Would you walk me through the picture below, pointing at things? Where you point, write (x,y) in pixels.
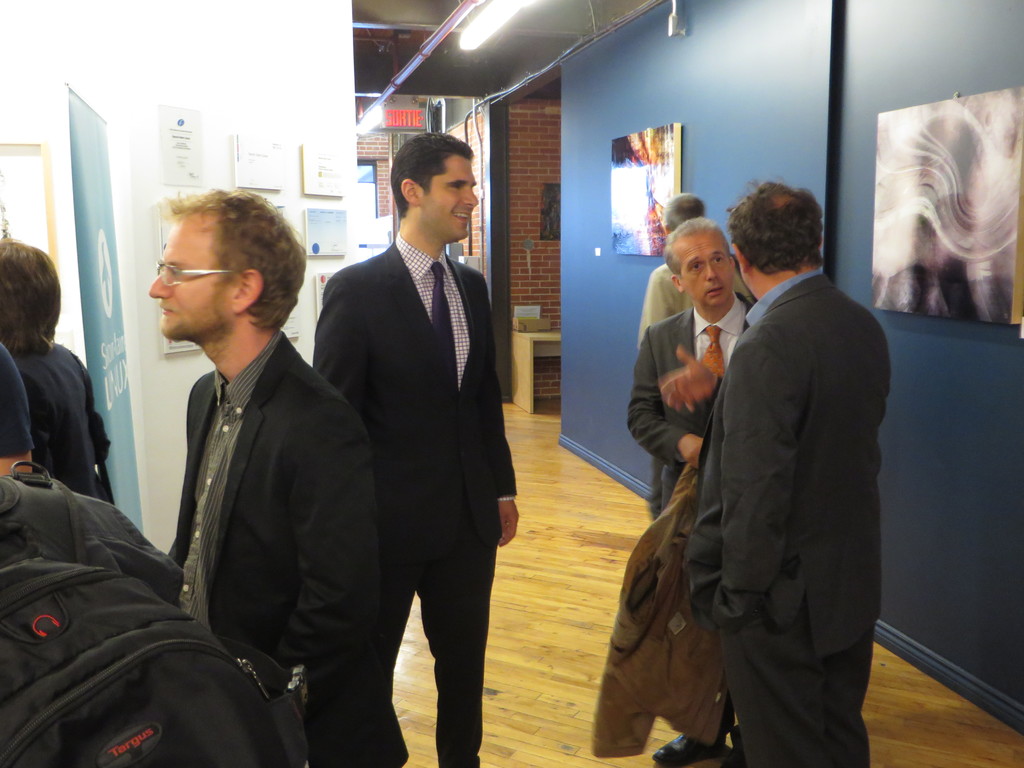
In this picture we can see frames (252,143), boards (273,138) on the wall (222,142). At the top (476,24) we can see lights (501,12). We can see people (780,561), standing and few (726,356) are discussing and smiling. On the left side of the picture (92,161) we can see a man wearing a backpack (66,686), board (138,477). At the bottom (532,599) we can see the floor (557,582). Far near to the wall (550,304) we can see an object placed on a table (543,337).
